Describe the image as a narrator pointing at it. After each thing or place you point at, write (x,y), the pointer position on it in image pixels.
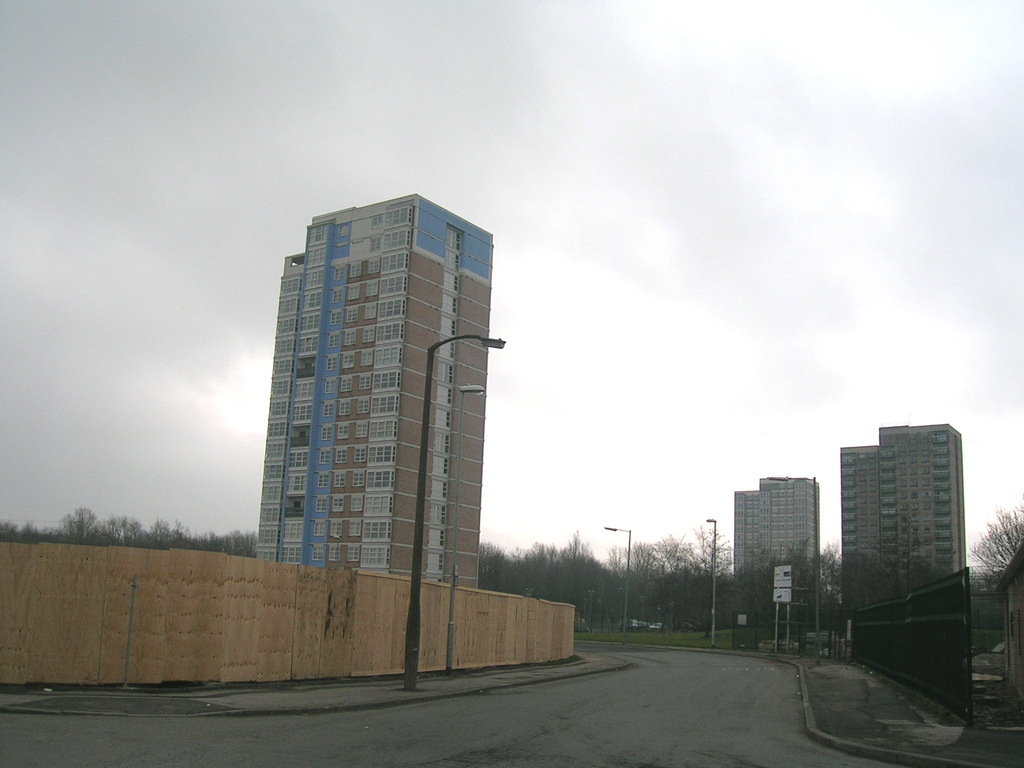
In this image there are poles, lights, road (670,722), buildings (1019,627), trees (508,569), and in the background (726,145) there is sky (681,218).
